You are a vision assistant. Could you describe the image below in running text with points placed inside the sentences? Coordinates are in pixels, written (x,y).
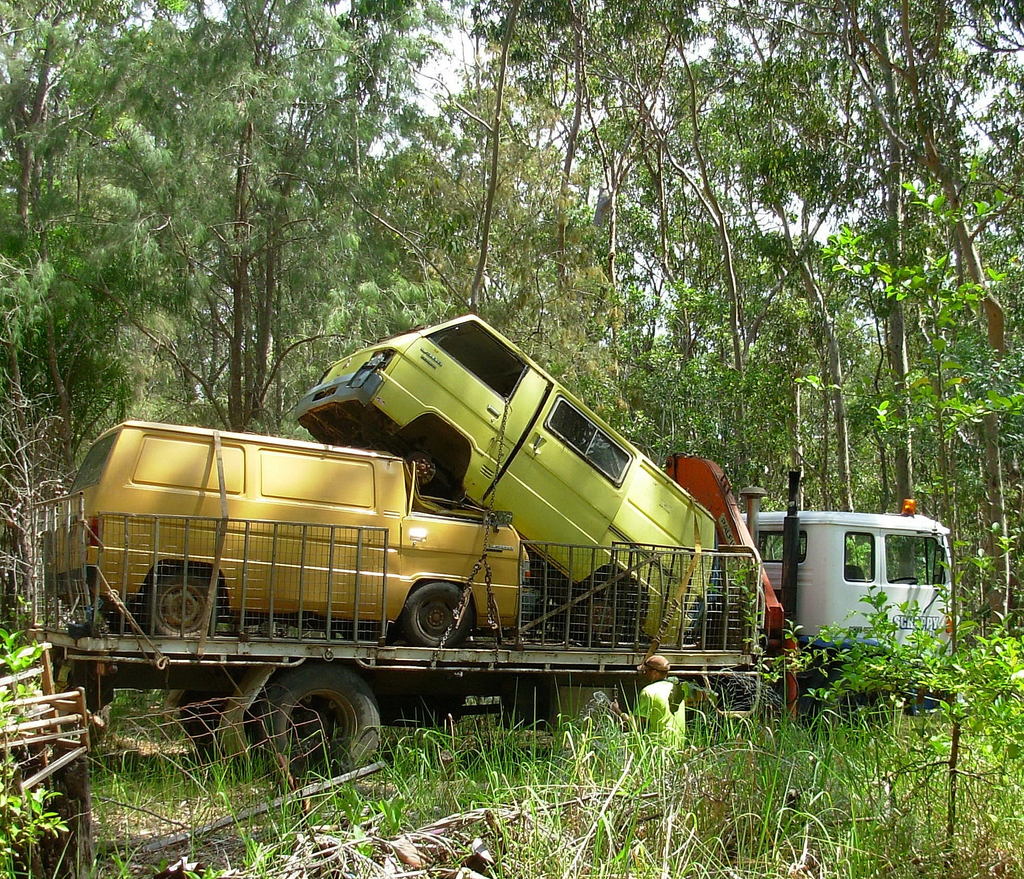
In this picture there are two vehicles (537,488) on the truck (749,698). At the back (21,360) there are trees (660,314). On the left side of the image (81,875) there is a wooden railing (33,721). At the top (228,20) there is sky (278,119). At the bottom (749,821) there is grass (961,802) and there is a person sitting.
